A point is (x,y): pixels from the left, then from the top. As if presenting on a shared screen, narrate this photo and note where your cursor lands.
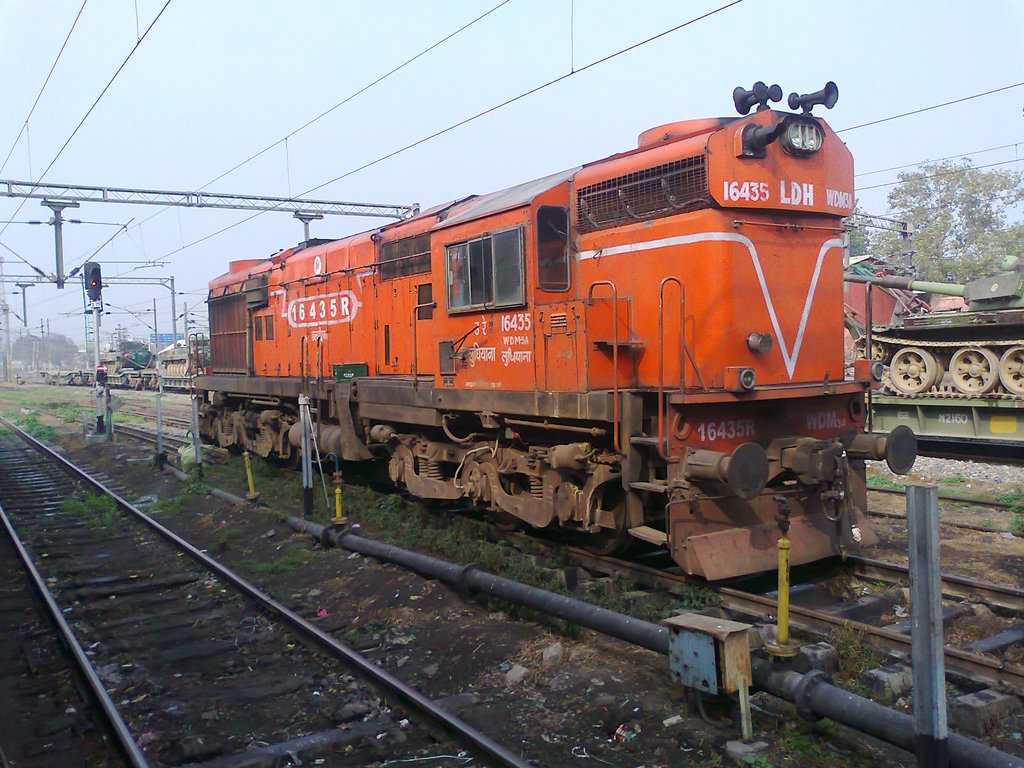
This image consists of a train engine (612,325) in orange color. At the bottom (130,735), there are tracks (114,655) along with stones (476,678). And there is green grass (383,529) on the ground (293,514). On the right (964,365), there is a panzer (927,340). In the background (30,219), there are poles (67,205) along with wires (329,184). At the top (566,66), there is sky (703,22). On the right (944,198), we can see a tree (939,260).
